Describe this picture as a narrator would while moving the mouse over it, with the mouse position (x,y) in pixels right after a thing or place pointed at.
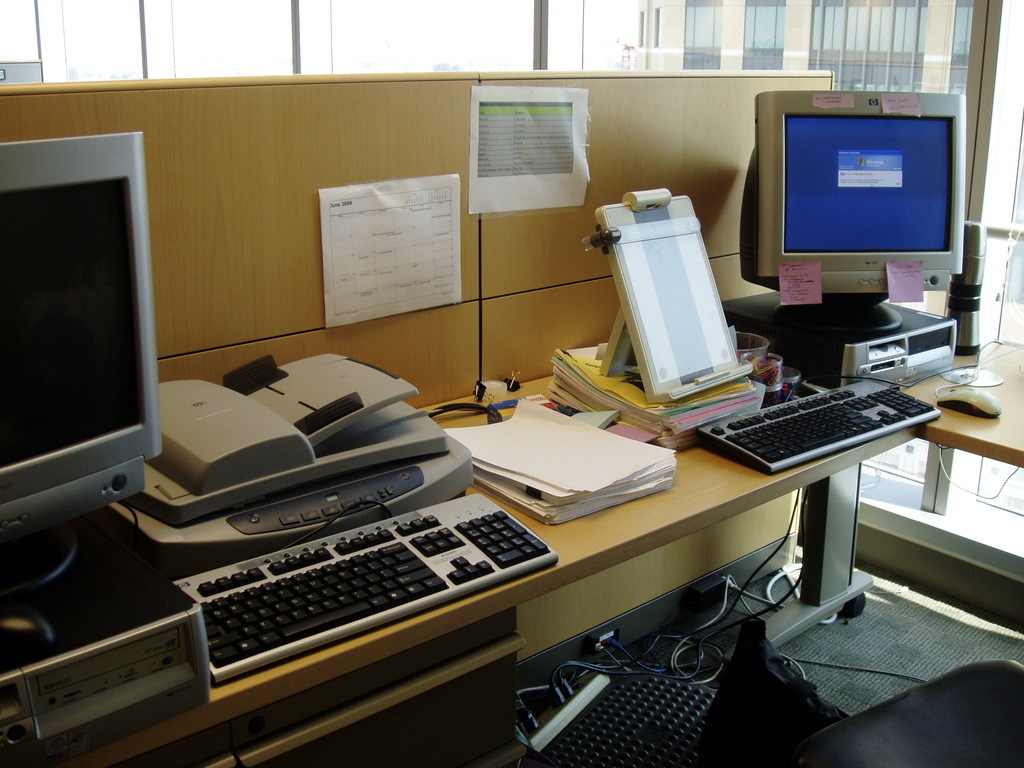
This picture consists of two monitors (17,485), Two key boards (544,542), a mouse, few books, papers (579,458), scanners (404,431) on the table (887,437). Electrical device (705,647) is on the floor (872,618). At the background (656,24) there is a building (659,46).
